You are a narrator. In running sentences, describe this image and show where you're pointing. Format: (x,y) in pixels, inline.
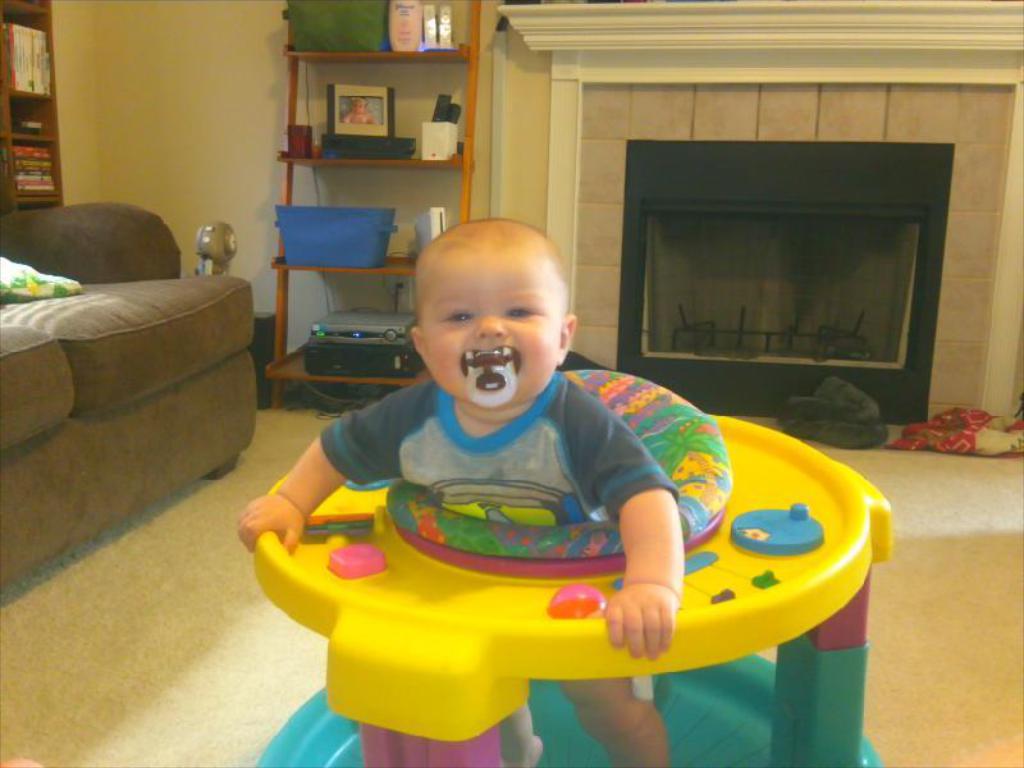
In this image a kid (423,452) is sitting on the chair (591,556). Left side (94,472) there is a sofa (92,311) having a cushion (16,273) on it. Behind the sofa (77,257) there is a rack (12,134) having few books (23,151) in it. Beside the sofa (165,364) there is a rack (372,272) having a basket (343,228), picture frame (368,87), bottles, devices (354,313) and few objects (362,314) in it. Right side (863,420) few objects (848,429) are on the floor (984,490). Background (974,380) there is a wall (252,205).
